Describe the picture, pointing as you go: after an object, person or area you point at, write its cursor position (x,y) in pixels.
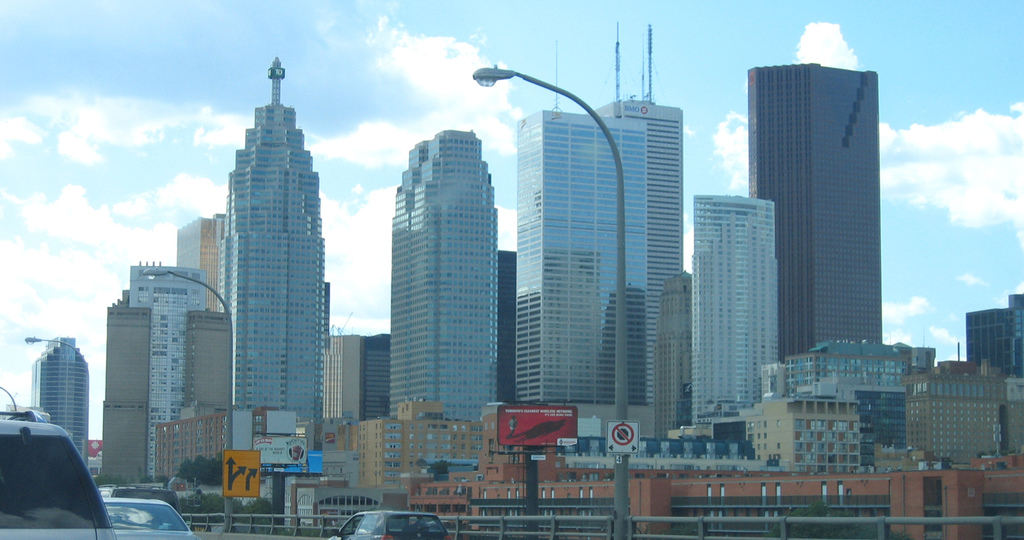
In this image there are some buildings (541,323) in middle of this image (433,323) and there are some vehicles (92,502) at bottom of this image (140,514). There is a sign board (249,470) at bottom left side of this image (236,466) and there is a cloudy sky (350,72) at top of this image (704,59) and there is one current pole (621,370) placed in middle of this image (621,296).
